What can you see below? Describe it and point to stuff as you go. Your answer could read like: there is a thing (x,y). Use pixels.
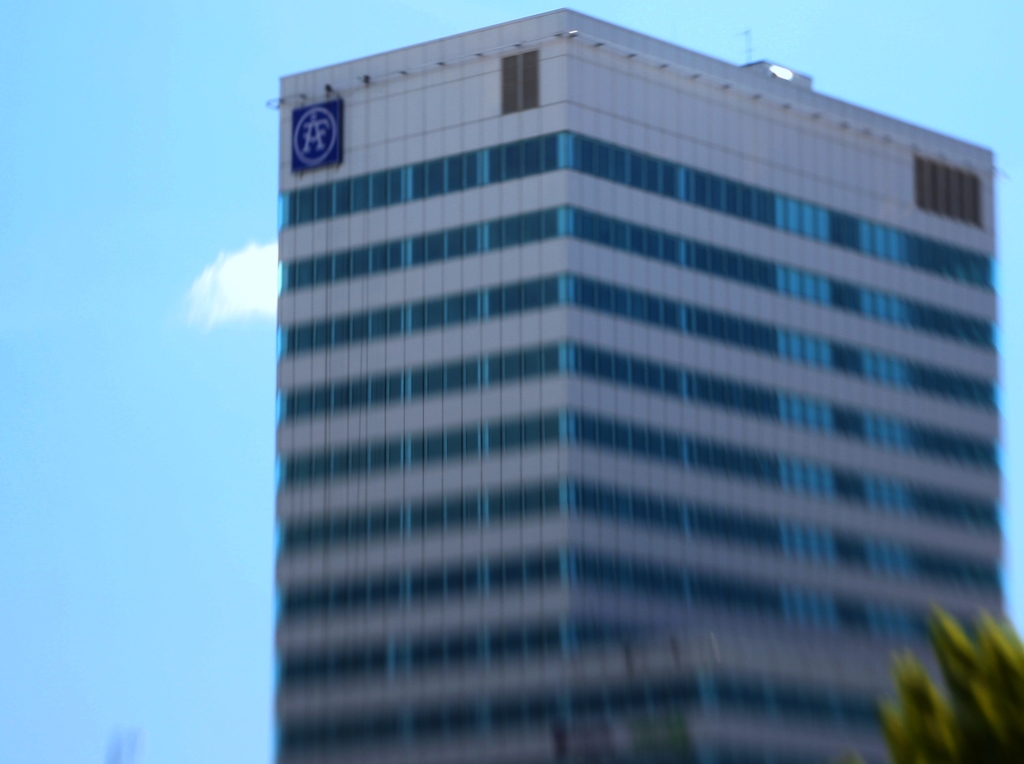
In this image I can see a building (280,326) and the sky (150,60) visible in the backside of the building (652,318).
